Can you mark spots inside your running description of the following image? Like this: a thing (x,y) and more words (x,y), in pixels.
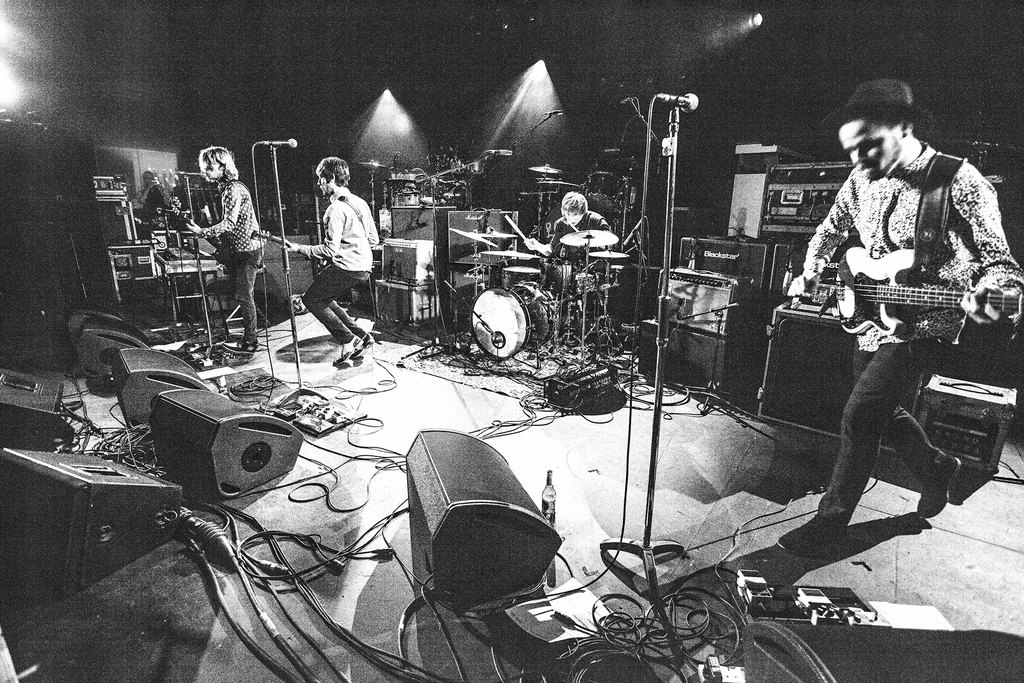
In this image in the front (93,400) there are objects (163,439) which are black in colour and there are wires (264,535). In the center (357,274) there are artists (356,260) performing on the stage (242,663) and there are musical instruments (573,268) in the background (609,241) and there are lights (20,94).
